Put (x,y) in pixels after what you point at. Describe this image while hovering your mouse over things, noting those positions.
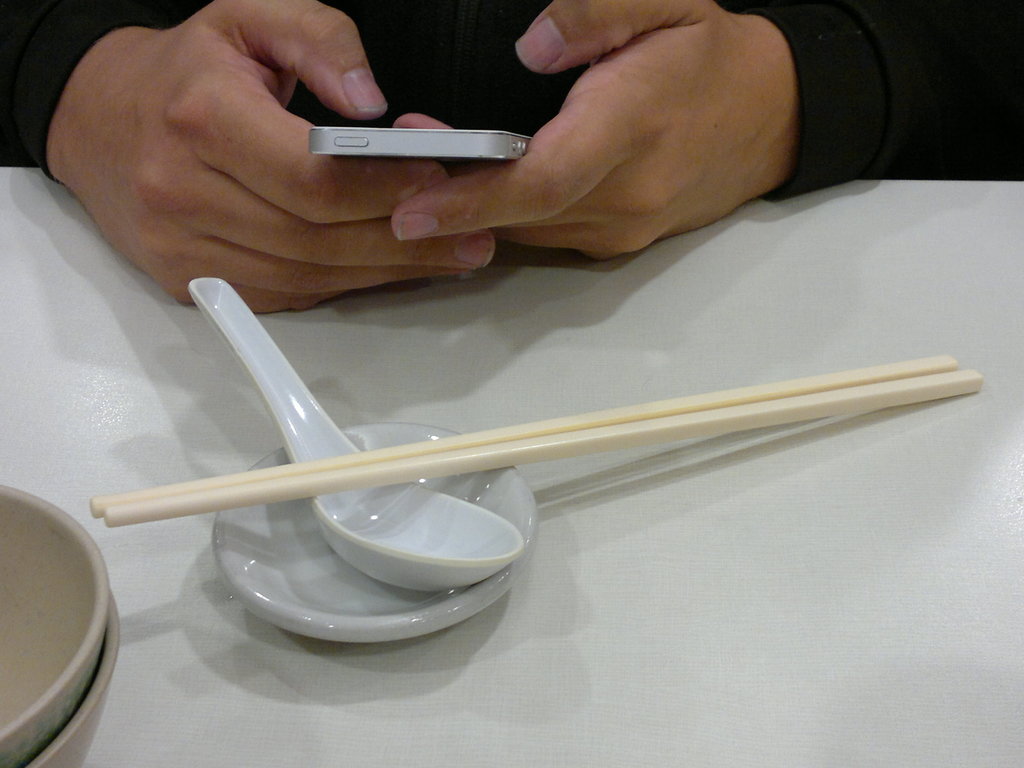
On the top of the image (462,75) there is a person (676,75) who is wearing a black shirt (916,56) and he is holding a mobile phone (431,141). On the table (532,300) there is a chopsticks (526,444), cup (265,516), spoon (379,521) and a bowl (40,604).
